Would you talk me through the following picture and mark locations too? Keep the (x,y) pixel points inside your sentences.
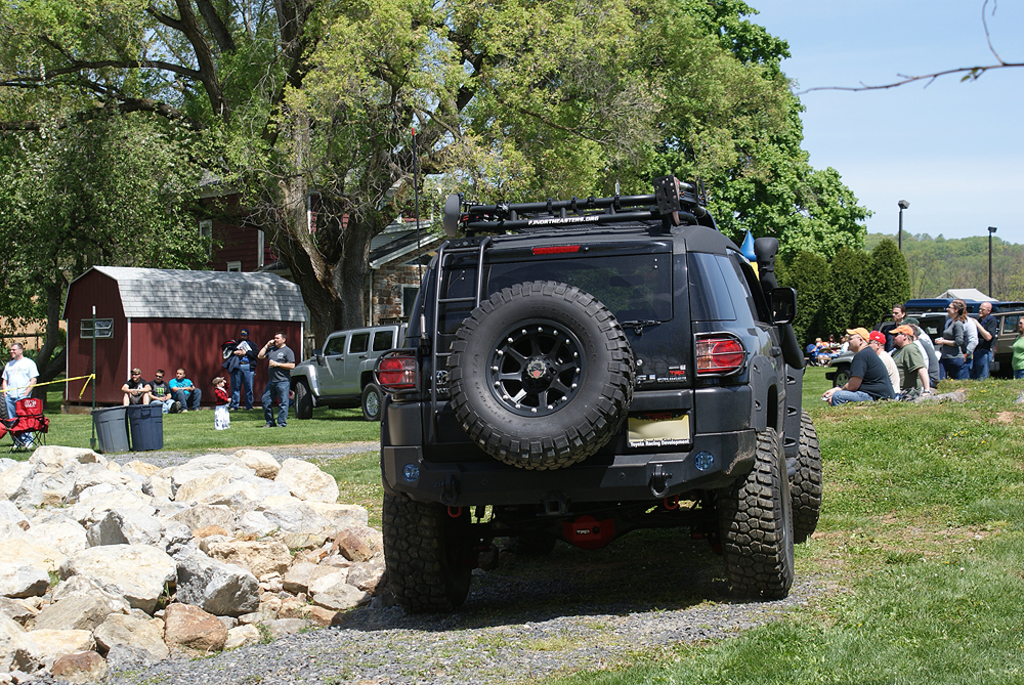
In the middle of the picture (453,237), we see a black car (653,328). At the bottom (766,609), we see the grass (733,641) and small stones (498,623). On the left side (191,482), we see the stones (124,507). Behind that, we see a man (24,373) is standing beside the chair (28,403). Beside that, we see the people (190,393) are sitting on the ground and we see two men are standing. Beside them, we see a car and a building (173,359) in brown and grey color. On the right side (858,372), we see people (896,350) are sitting and we even see the people (985,340) are standing. Beside them, we see the cars (997,347) and a tent (984,295). There are trees (734,217) and poles (991,232) in the background (883,249). In the right top (853,87), we see the sky (878,69).
